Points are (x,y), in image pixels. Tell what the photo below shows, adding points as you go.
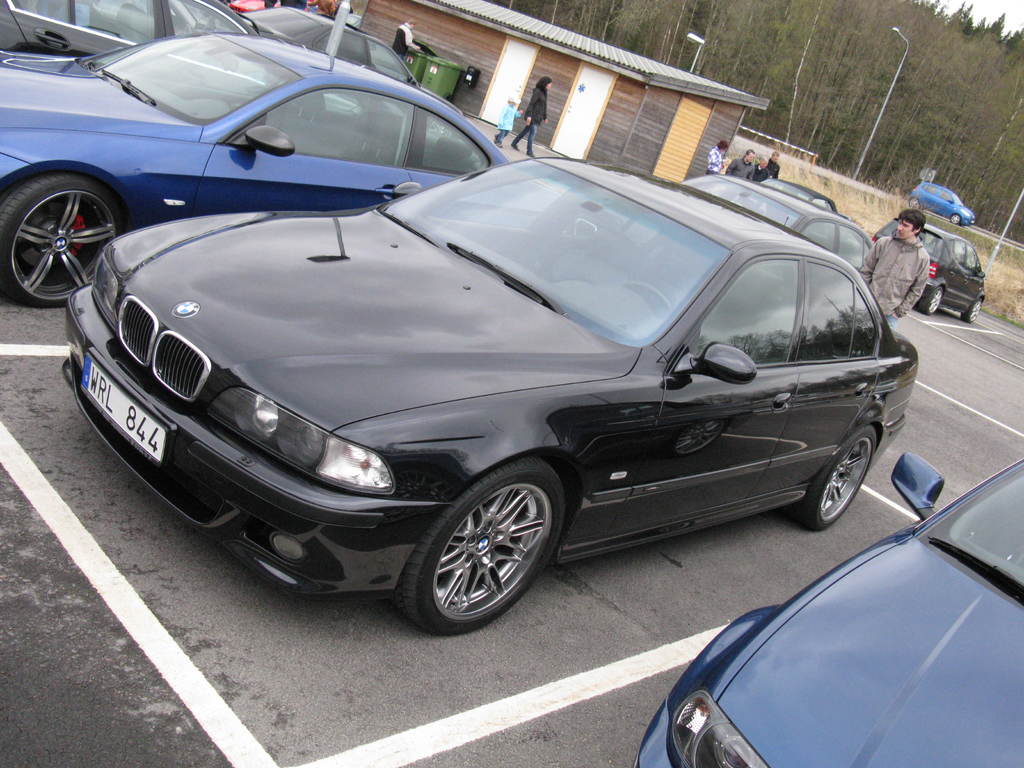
In this image in the center (410,308) there are some vehicles (589,230), and in the background (906,283) there are some people (871,264) are walking and there are some houses (562,120), dustbin (436,86), wall (608,132), poles (984,270), trees (865,116). And at the bottom (182,589) there is road (558,578).
